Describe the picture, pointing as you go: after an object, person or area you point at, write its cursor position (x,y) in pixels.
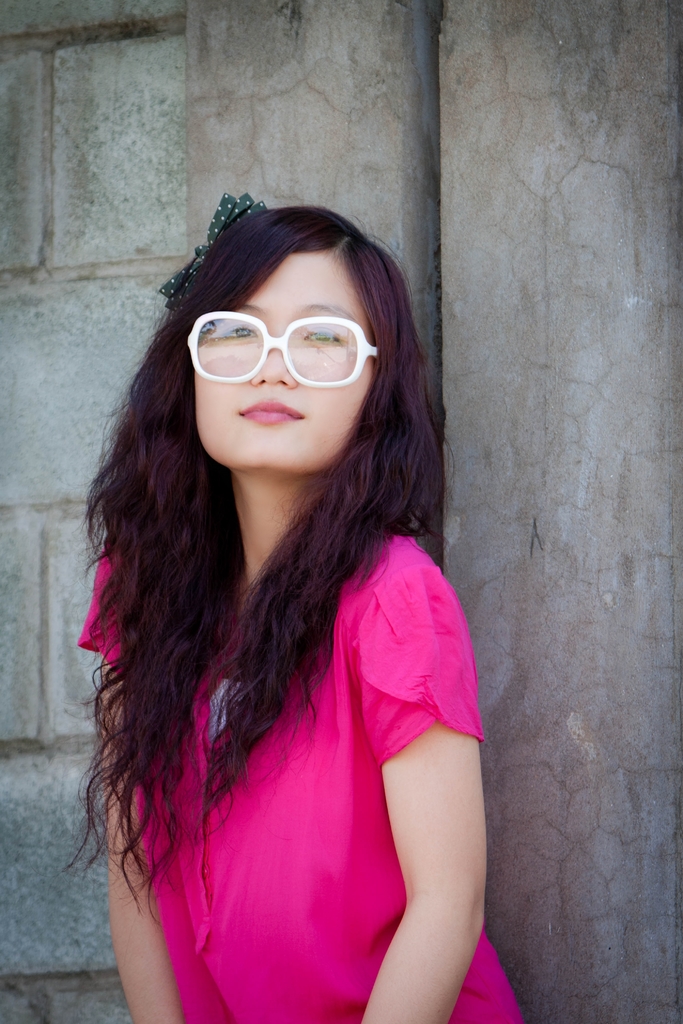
In this picture, we can see a woman (256,781) in the pink dress (290,841) is standing on the path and behind the woman (250,704) there is a wall (519,593).
